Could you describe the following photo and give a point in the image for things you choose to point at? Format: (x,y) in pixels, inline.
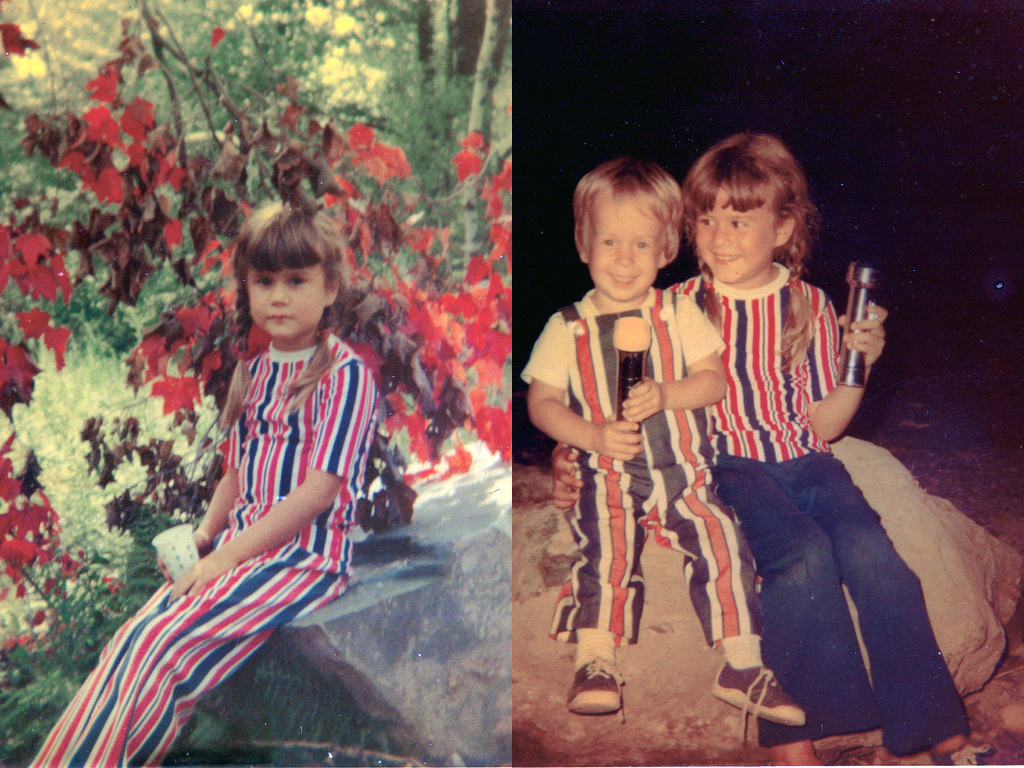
In the picture we can see two images, in the first image we can see a girl child (264,582) sitting on the rock surface (436,657) and behind her we can see some maple leaf plant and behind it, we can see some trees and in the second image we can see the girl (782,573) and boy (727,594) sitting on the rock surface (856,457) and holding something in their hands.
